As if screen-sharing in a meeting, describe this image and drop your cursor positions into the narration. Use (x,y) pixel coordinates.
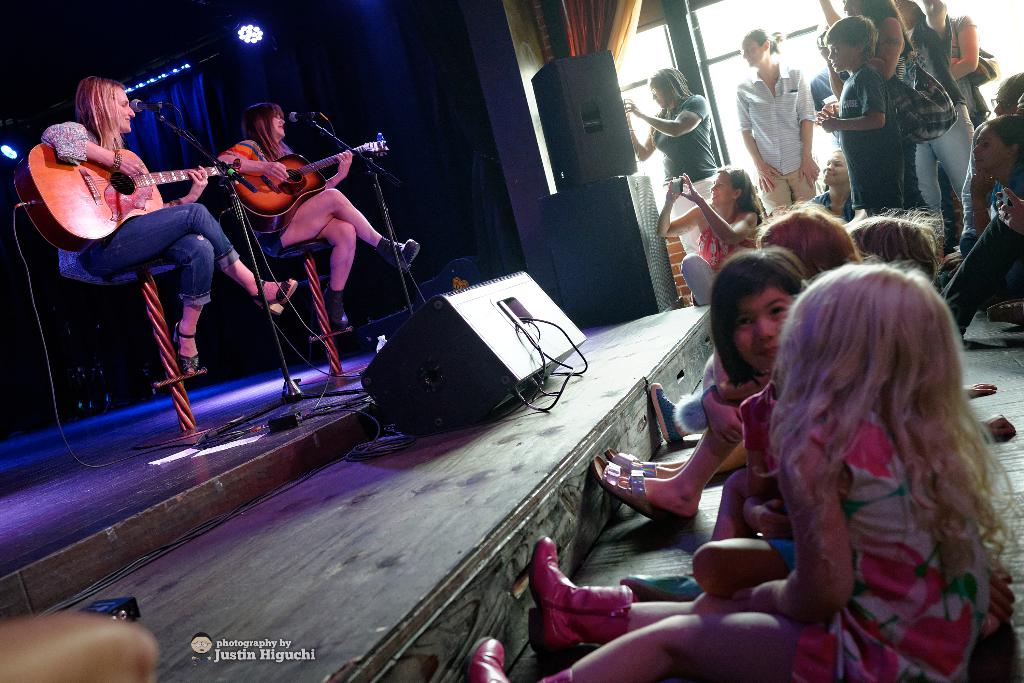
Two ladies (197,260) are sitting on stools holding guitar (259,187) and playing. In front of them there are mics (296,114) and mic stands (318,122). Also there is a speaker (404,394) on the stage (315,430). In the background of the stage (297,445) there are lights (246,35). In front of them there are some children (783,410) sitting. Also on the side of the stage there is a speaker (588,98). And some persons (792,83) are standing. There is a curtain (611,19) and window (708,35) in the background (699,42).
